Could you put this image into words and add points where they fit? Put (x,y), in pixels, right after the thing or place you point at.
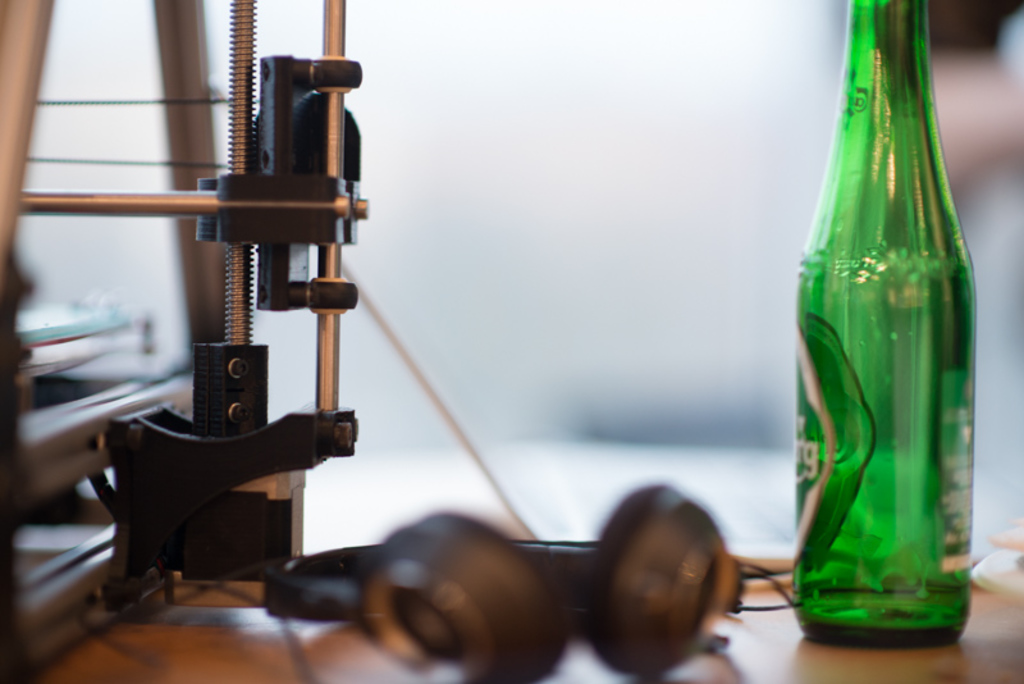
Background (659,187) is completely blur. Here we can see equipment (343,279), headsets (590,571) and green colour bottle (853,565) on the table (793,671).
